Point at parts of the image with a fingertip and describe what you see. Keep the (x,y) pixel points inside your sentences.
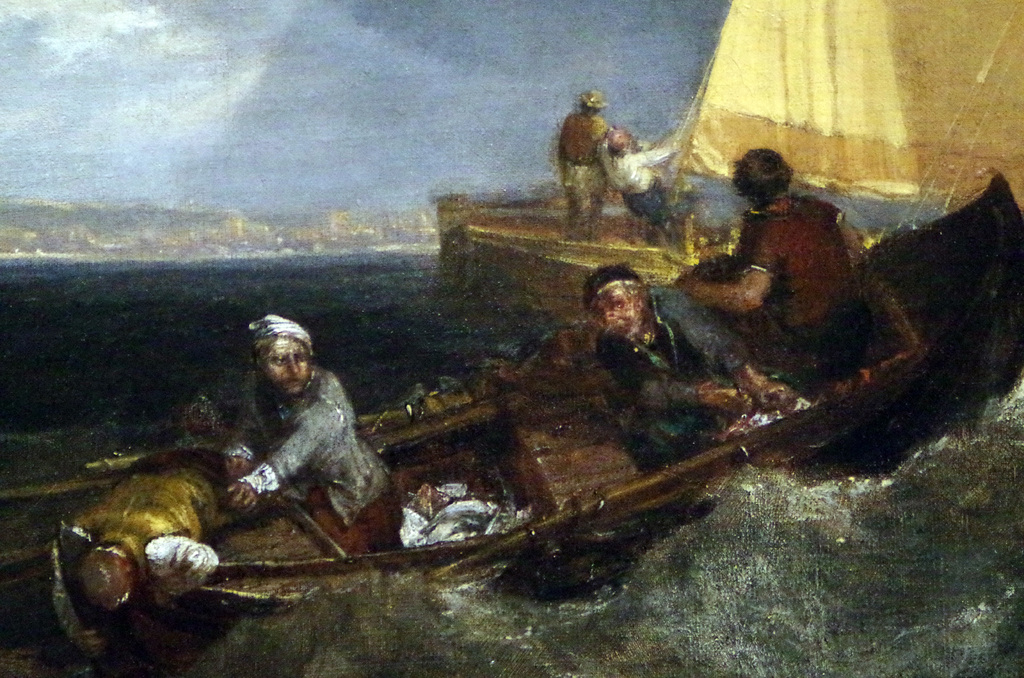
In this image there is a painting (523,391), in the painting (427,353) there are a few people (263,472) sailing on the boat (269,523) in the water (399,301).
